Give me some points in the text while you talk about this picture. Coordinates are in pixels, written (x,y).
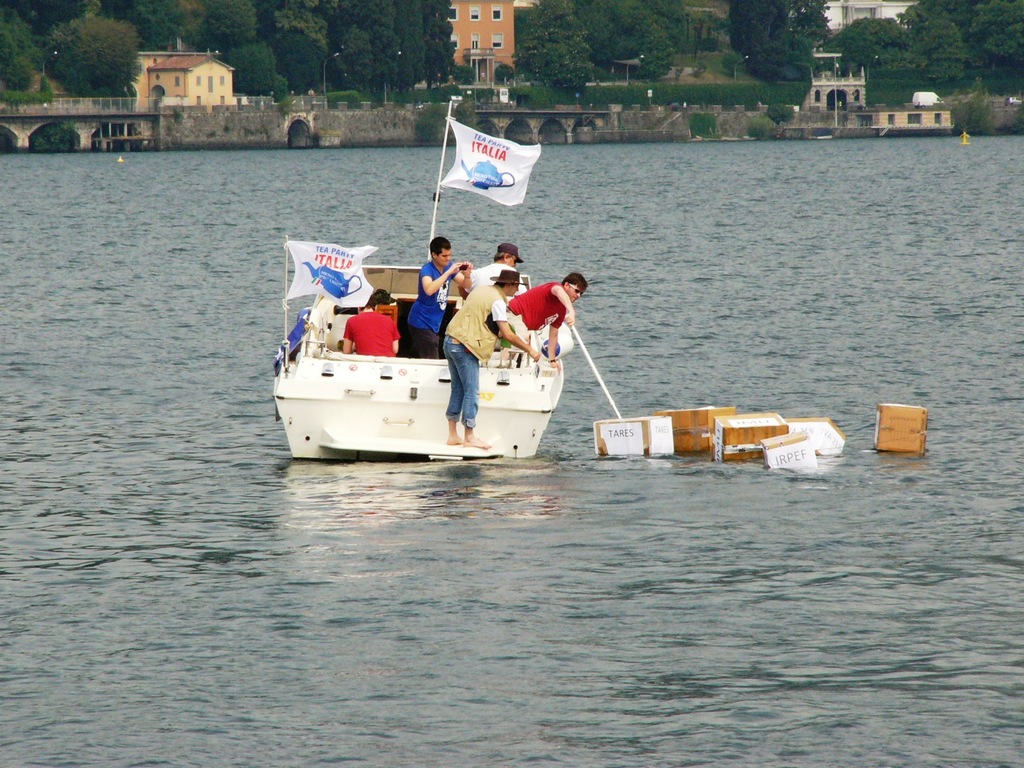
In this picture I can see a boat (313,353) on the water (500,484), there are flags (451,177) and group of people (472,301) standing on the boat (381,279), there are wooden objects (915,446) floating on the water (861,429), and in the background (260,20) there are houses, poles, trees (317,31) and a bridge (65,100).
